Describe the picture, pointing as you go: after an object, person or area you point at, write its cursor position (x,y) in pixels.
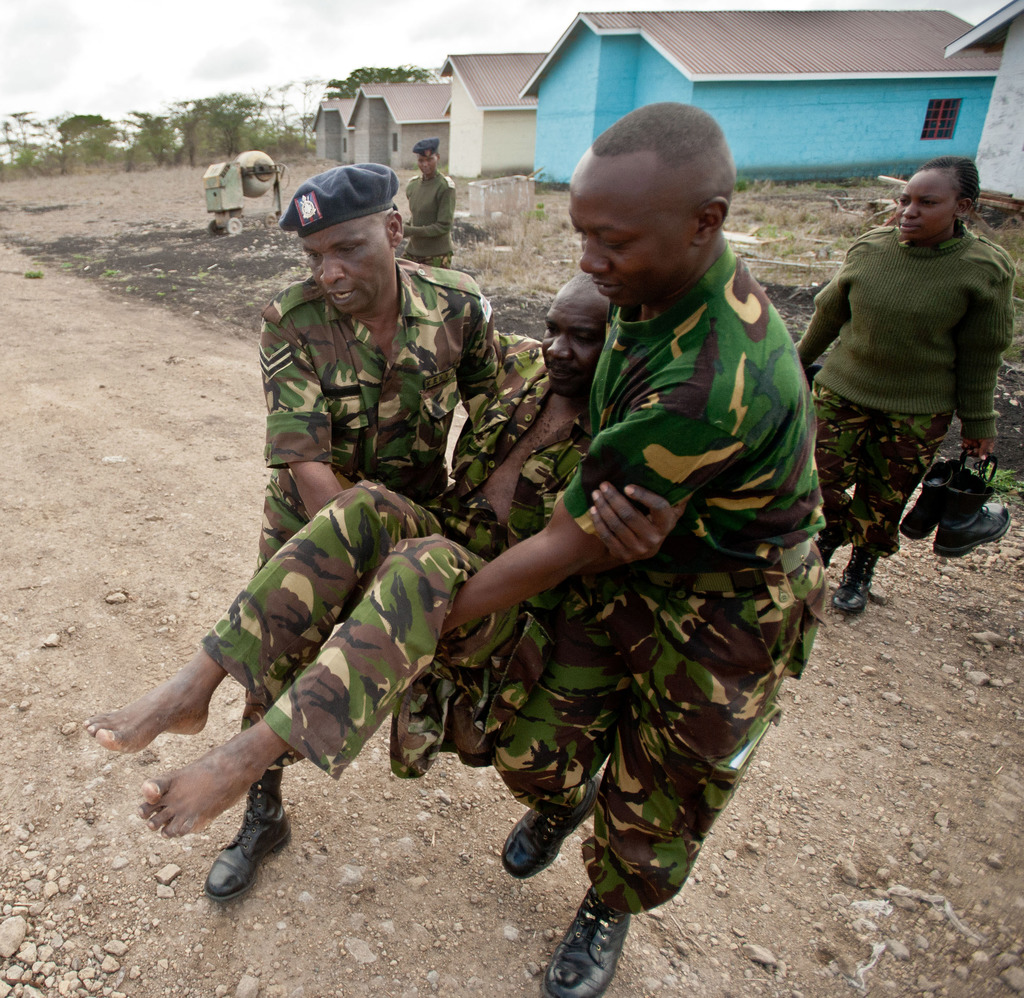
In this image I can see few people (557,499) and I can see all of them are wearing uniforms (767,618). Here I can see one of them is wearing a cap (335,192). In the background (353,145) I can see few buildings (545,116) and few trees (18,147).
